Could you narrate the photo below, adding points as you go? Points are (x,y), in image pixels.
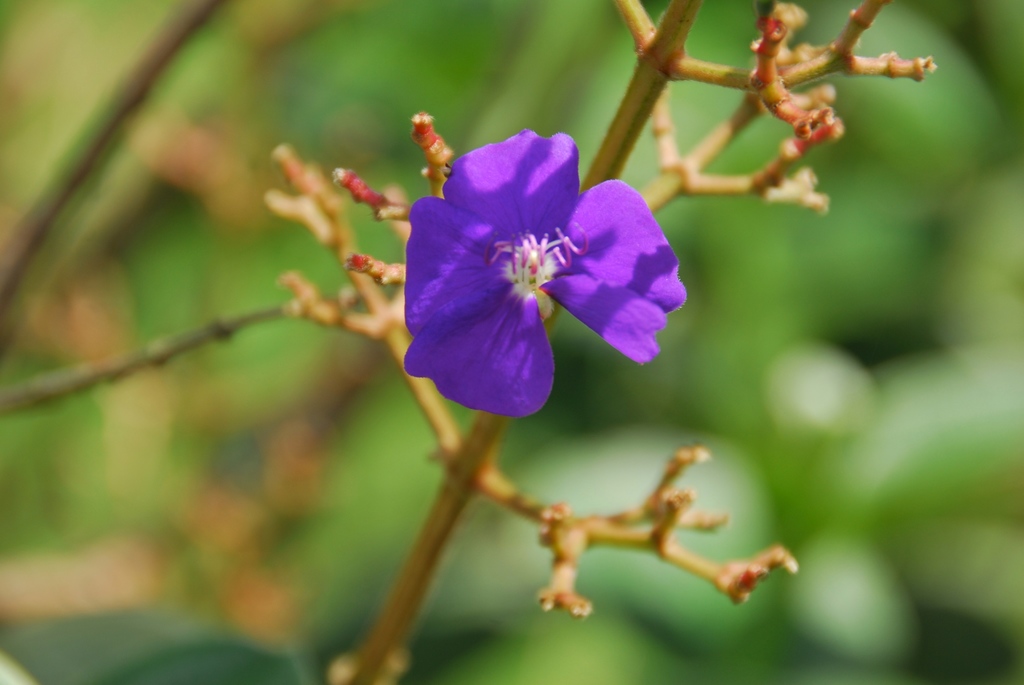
In this image, there is branch (692,163) contains a flower (538,236) which is color violet. In the background (164,275), image is blurred.
